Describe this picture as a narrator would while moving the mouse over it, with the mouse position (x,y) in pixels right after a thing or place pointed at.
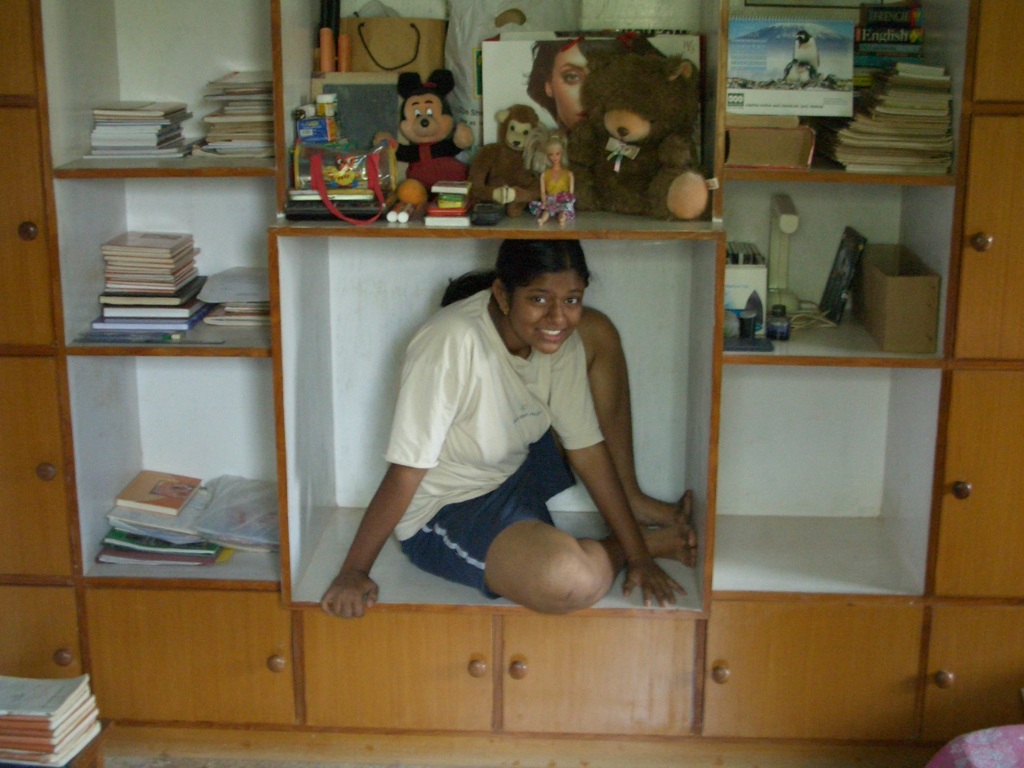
In this image, there are books (260,148), toys (445,168), a cardboard box (898,309) and few other objects (778,338) in the shelves (805,466). I can see a girl (525,534) sitting in a shelf (387,414) and there are cupboards (852,688). In the bottom left corner of the image (61,760), there are few other books (71,738) on an object (77,759).
